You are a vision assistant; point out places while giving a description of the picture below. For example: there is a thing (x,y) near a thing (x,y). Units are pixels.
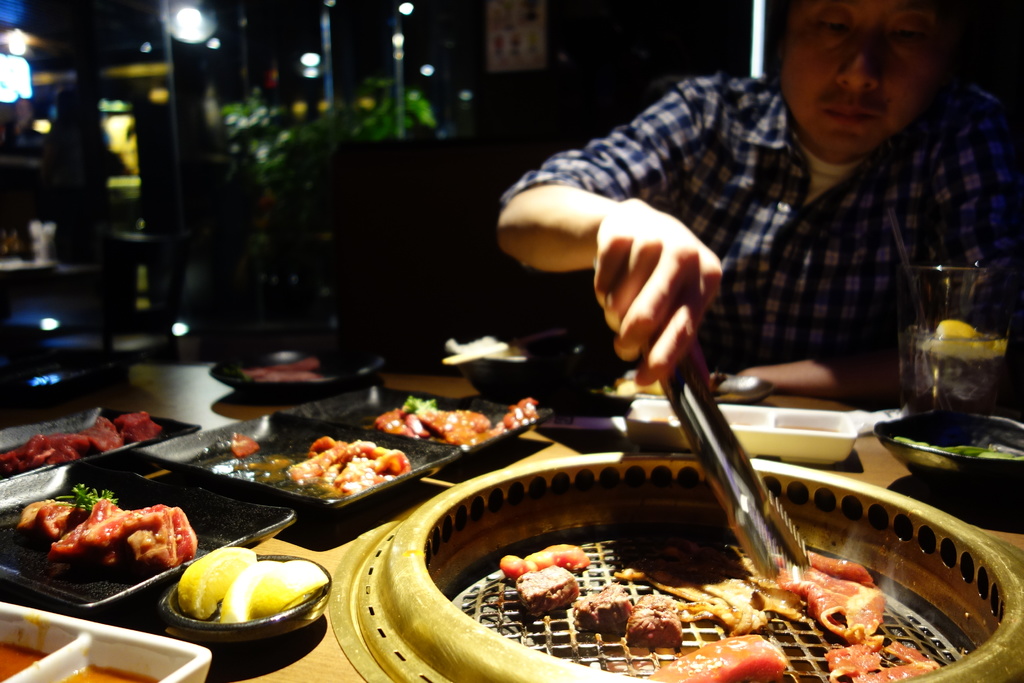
In this image we can see a person (797,294) sitting and holding tongs (733,484), before him there is a table (572,446) and we can see plates (223,511), bowl (972,419), sauce (69,670), tray (66,641), meat (648,597), glass (972,381) and some food (89,489) placed on the table (367,528). In the background (262,155) there are plants (319,114), poles (242,53) and lights (3,102).
